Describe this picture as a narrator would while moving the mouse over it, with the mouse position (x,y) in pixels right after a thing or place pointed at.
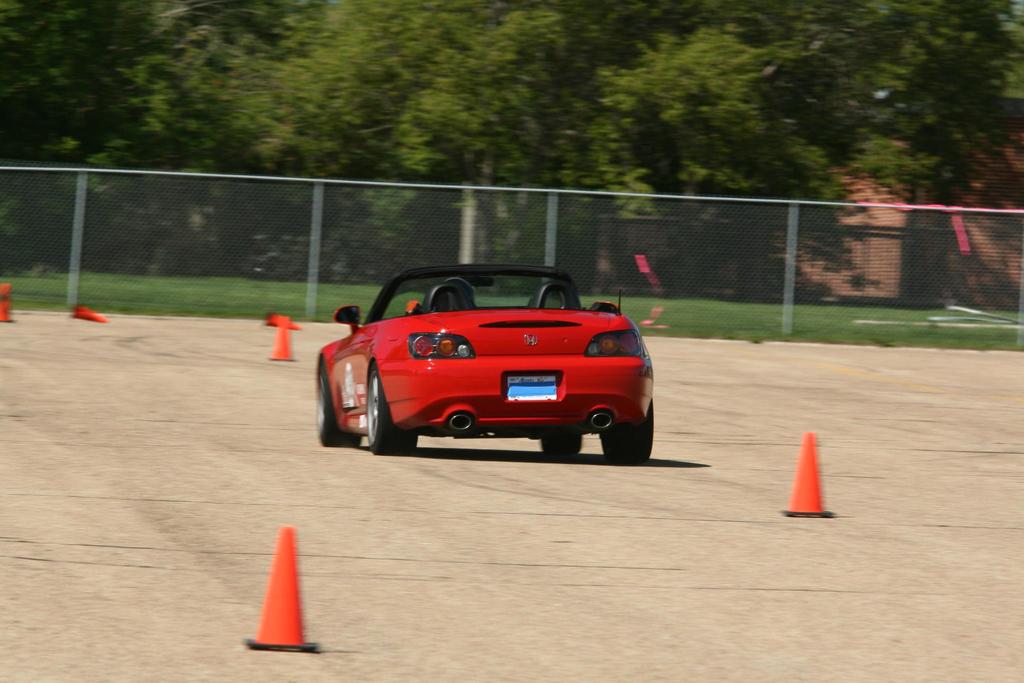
In the image we can see a vehicle (395,377), red and black in color. Here we can see few road cones (267,613), road (742,582), fence (734,306), grass (747,310) and trees (456,106).
